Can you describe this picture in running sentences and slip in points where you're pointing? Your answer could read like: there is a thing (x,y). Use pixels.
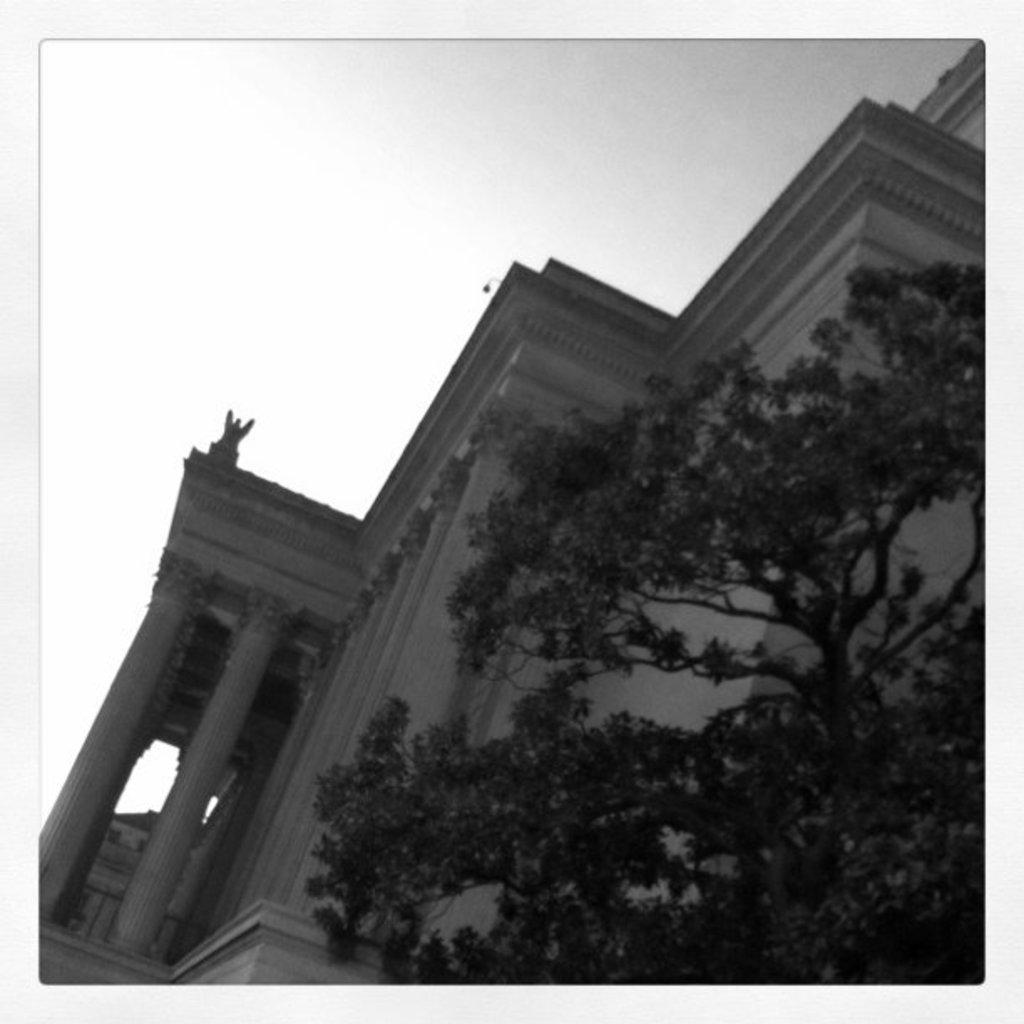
In this image there is a photo of a building (251,475), in front of the building (591,691) there is a tree (732,733) and in the background (310,270) there is the sky (313,317).
